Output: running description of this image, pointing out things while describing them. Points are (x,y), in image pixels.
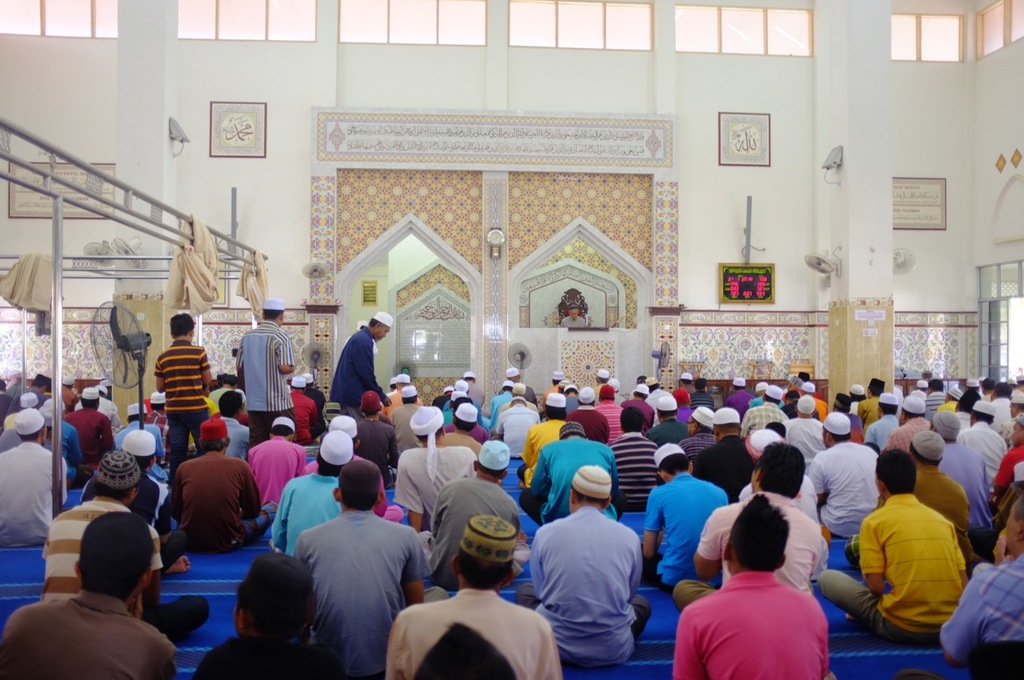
Here a group of people (602,459) are sitting and doing the prayer, many of them wore white color caps (341,456). It looks like a mosque (657,322).
